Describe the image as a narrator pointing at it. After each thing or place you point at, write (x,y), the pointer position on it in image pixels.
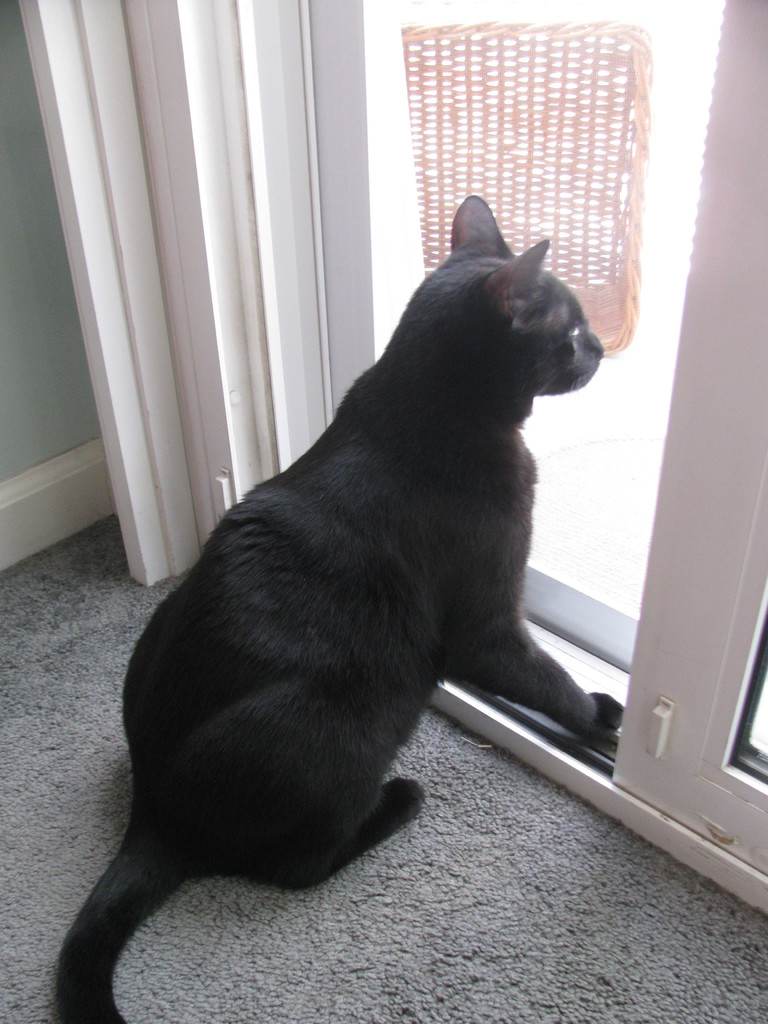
In this image we can see a cat (368,561) near to the door (724,510). Also there is a wooden basket (492,162). On the floor (379,957) there is carpet (379,957).
